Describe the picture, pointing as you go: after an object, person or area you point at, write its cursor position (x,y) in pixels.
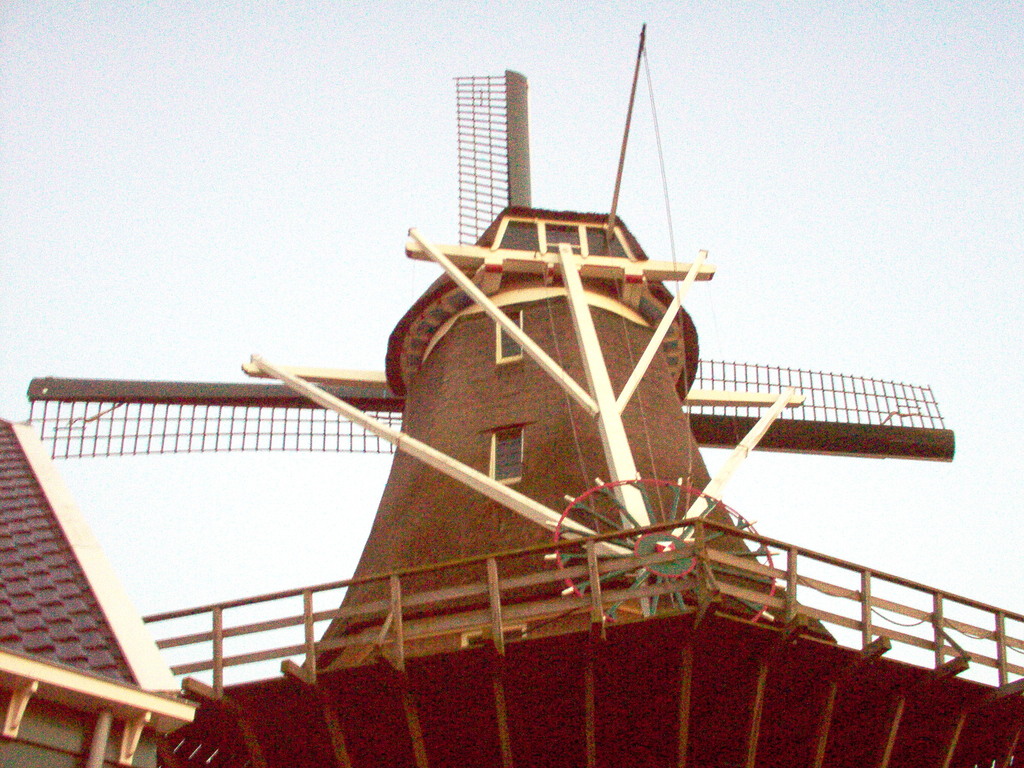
In this picture we can see a windmill (367,565).
